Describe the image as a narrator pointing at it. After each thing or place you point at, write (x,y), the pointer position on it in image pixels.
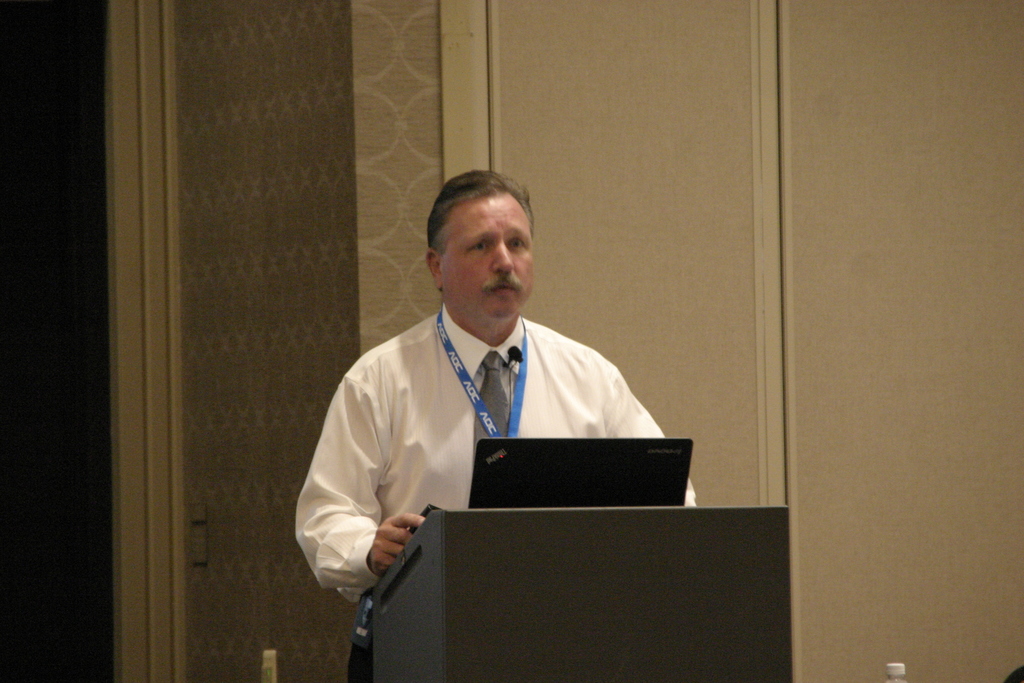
The person (357,416) wearing white shirt (354,420) is standing in front of a wooden stand (490,591) and there is a laptop (582,480) on it and the background wall (369,141) is in beige color.
